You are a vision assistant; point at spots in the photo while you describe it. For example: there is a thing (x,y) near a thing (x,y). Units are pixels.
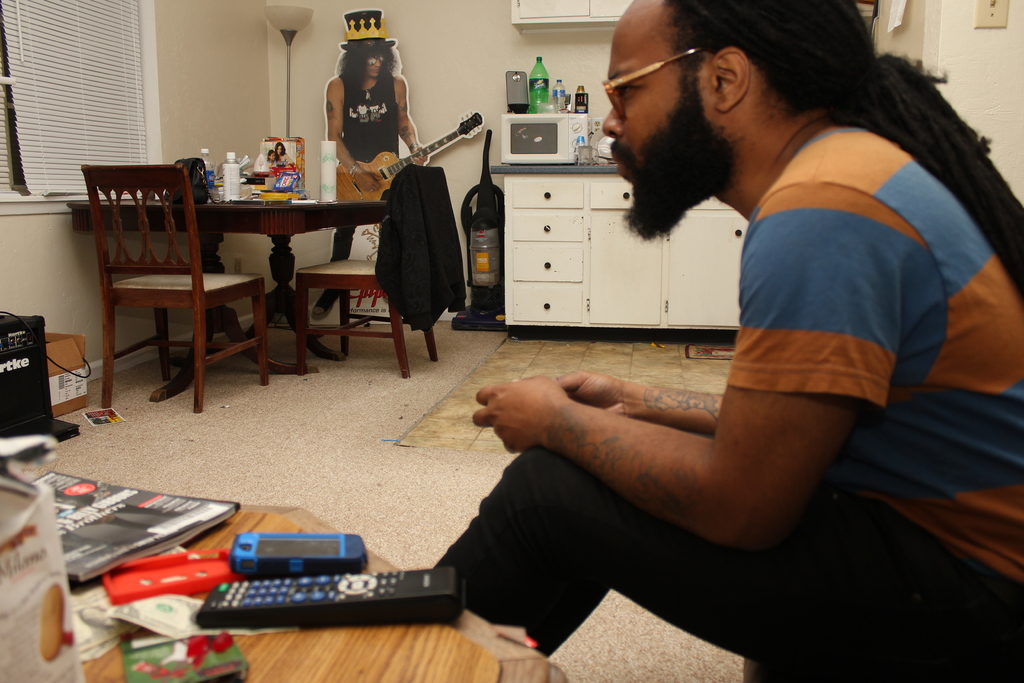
In this picture we can see men (759,382) sitting and beside to him on table (438,650) we can see remote (278,598), box (7,462), book (99,489), papers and in background (220,311) we can see table (263,209) with bottle (229,179), bag (195,188) on it, chairs (178,177), poster (379,133) holding guitar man (360,148), cupboards (542,198), microwave oven (520,159), window (111,49), wall (268,89), lamp (289,45).
